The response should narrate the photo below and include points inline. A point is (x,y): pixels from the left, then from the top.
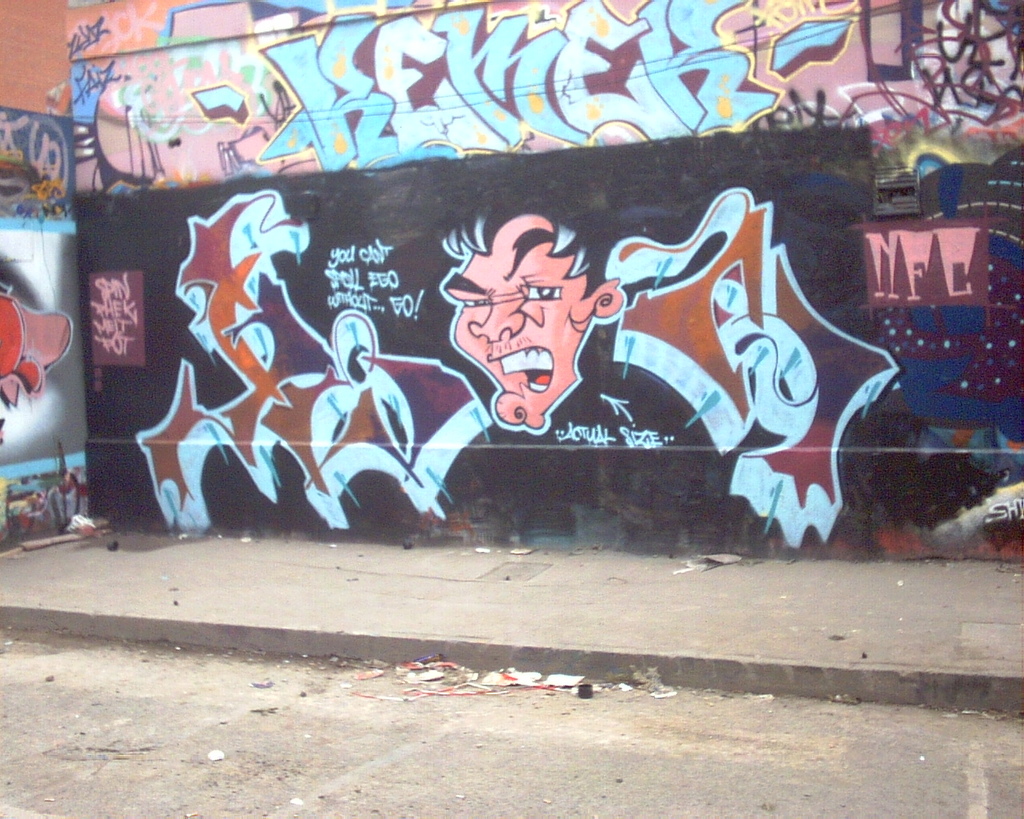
In this image we can see graffiti (476,397) of a person (547,328) and some text (286,358) on the wall (559,220).
